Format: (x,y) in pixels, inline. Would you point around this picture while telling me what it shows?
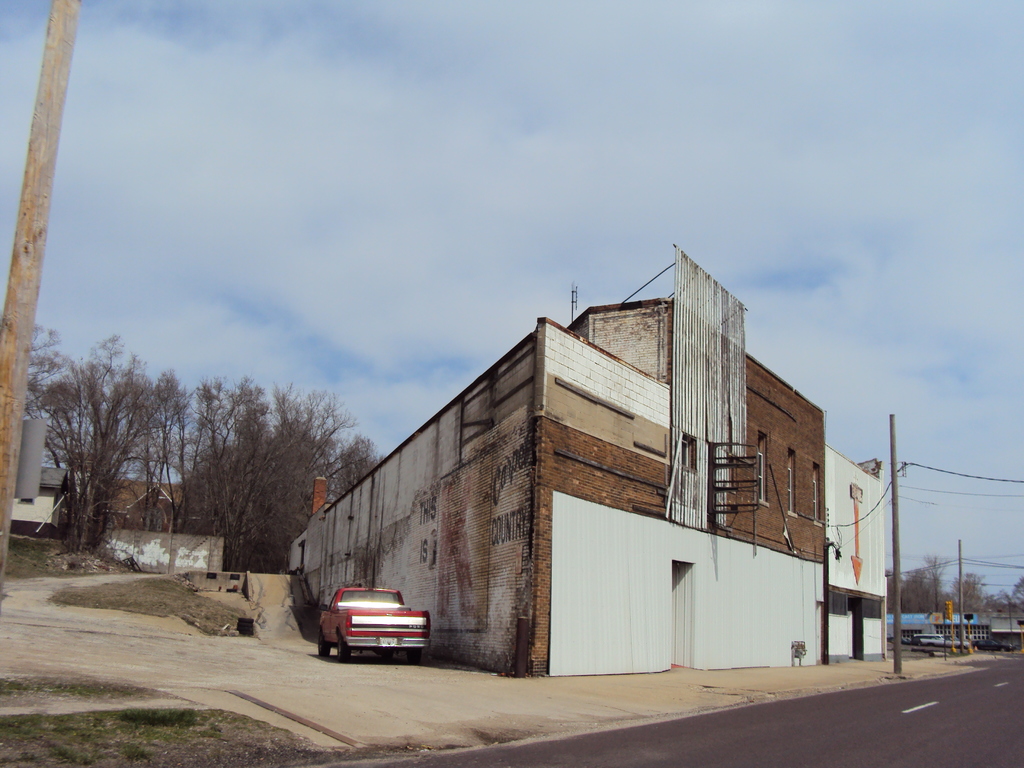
This picture is clicked outside. In the center (620,414) there is a house (613,422), we can see the metal rods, cables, poles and vehicles (334,598). In the background (217,331) there is a sky (284,254) and we can see the trees (271,495) and some houses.
